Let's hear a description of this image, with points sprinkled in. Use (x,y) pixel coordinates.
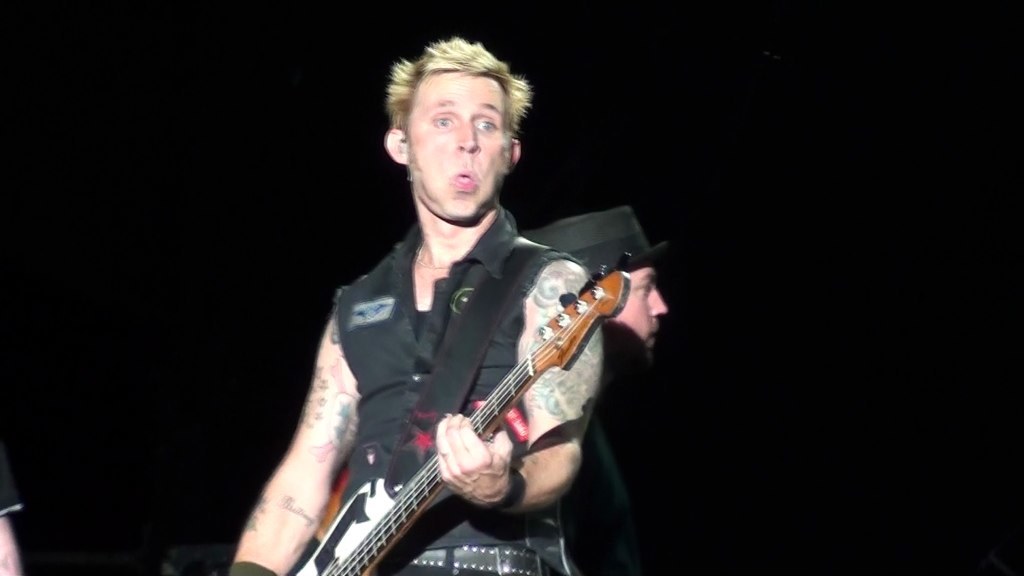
A person (429,374) wearing a black dress (386,469) is holding a guitar (529,366). Behind him another person (640,298) wearing a hat (613,226). In the background (212,266) it is black.
